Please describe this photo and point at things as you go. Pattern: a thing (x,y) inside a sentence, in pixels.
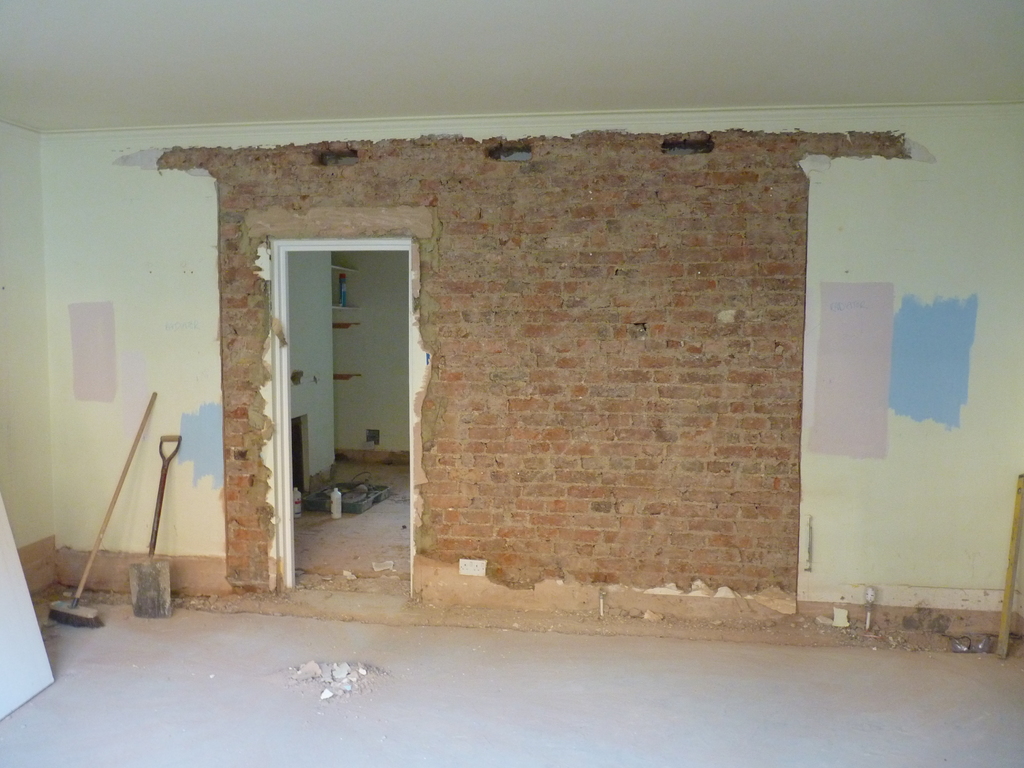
In this image there is a brick wall (621,347) in the middle (565,366). On the left side (167,474) there is a shovel (146,576) kept near the wall (136,561). Beside the shovel (136,597) there is a cleaning brush (110,504). In the background (361,413) there is a room (336,440) in which there are bottle (339,514) on the floor (391,509).
